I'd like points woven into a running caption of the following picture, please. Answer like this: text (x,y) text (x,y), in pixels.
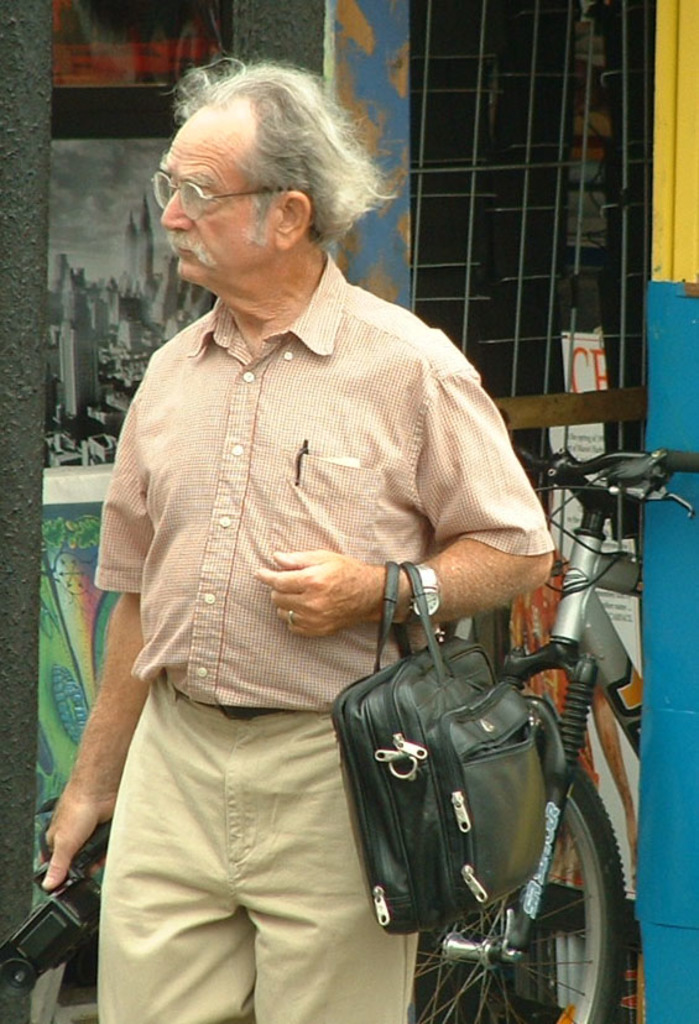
In the foreground of the picture (217,632) there is a person (312,584) holding camera (50,926) and a bag (496,791). In the center of the picture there are poles (19,181), bicycle (598,586) and other objects (579,449). In the background (390,43) there are frames (141,59), grills (424,98) and wall (396,165).
